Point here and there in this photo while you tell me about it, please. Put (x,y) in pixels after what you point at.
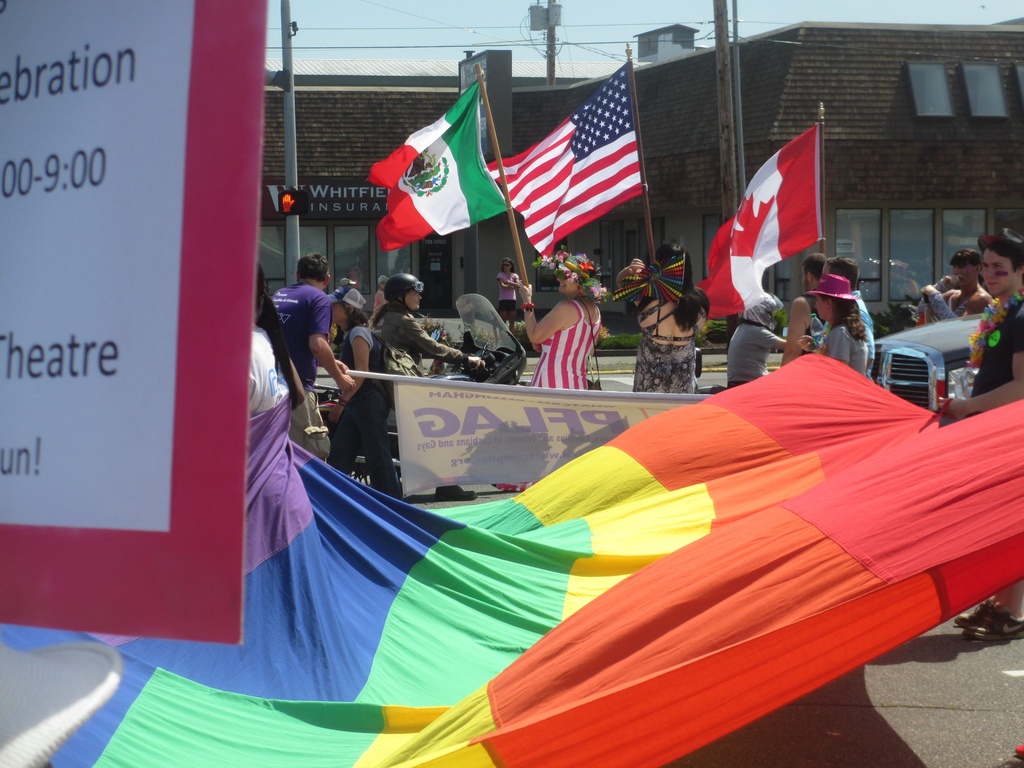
This picture is clicked outside the city. At the bottom of the picture (494,564), we see a sheet (720,599) in red, orange, yellow, green and blue color. Beside that, we see people (758,345) are standing. We see a banner (568,426) with some text (470,428) written on it. We see a woman (412,306) is riding the bike (451,370). We see three women (659,378) are holding the flag poles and these flags (571,181) are in white, red and blue color. In the background (883,171), we see the buildings (680,171) and we even see the electric poles (556,9) and wires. At the top (592,2), we see the sky (604,11). On the left side (74,325), we see a board (128,294) in white and red color with some text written on it.
